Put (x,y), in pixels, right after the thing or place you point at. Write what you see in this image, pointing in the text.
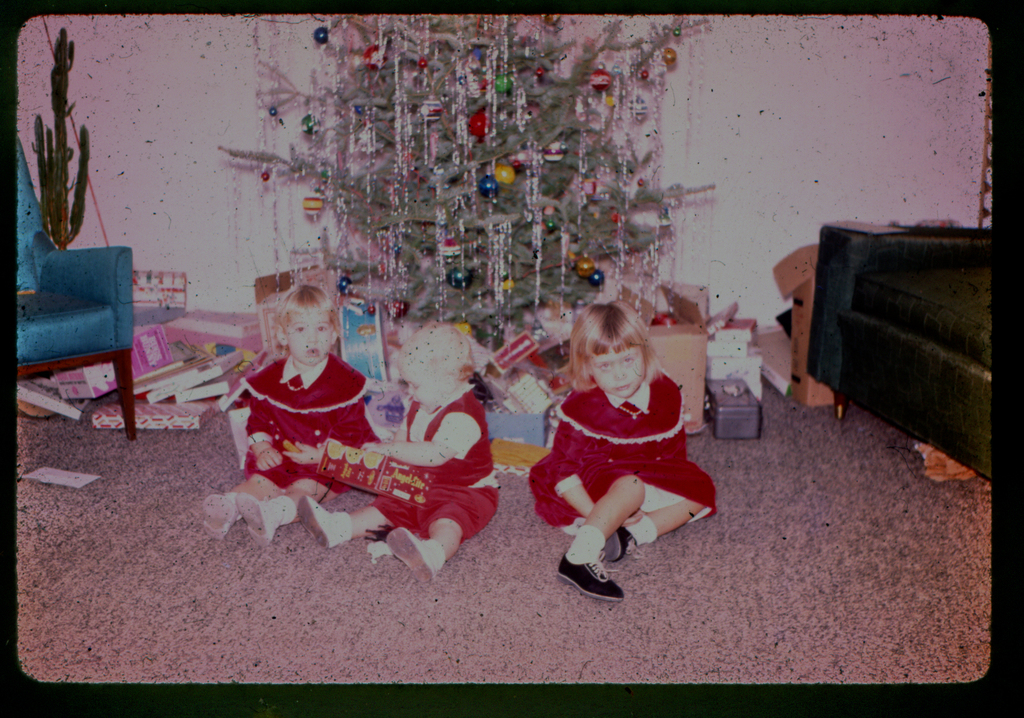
It is a picture there are three kids (470,527) sitting on the floor (489,533) they are wearing red color costume (579,414), in the background (424,223) is decorated tree (606,178), on the either side of the tree (513,126) to the right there is a sofa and to the left side (95,274) there is a chair (70,313) in the background (194,102) and pink color wall (193,149).
